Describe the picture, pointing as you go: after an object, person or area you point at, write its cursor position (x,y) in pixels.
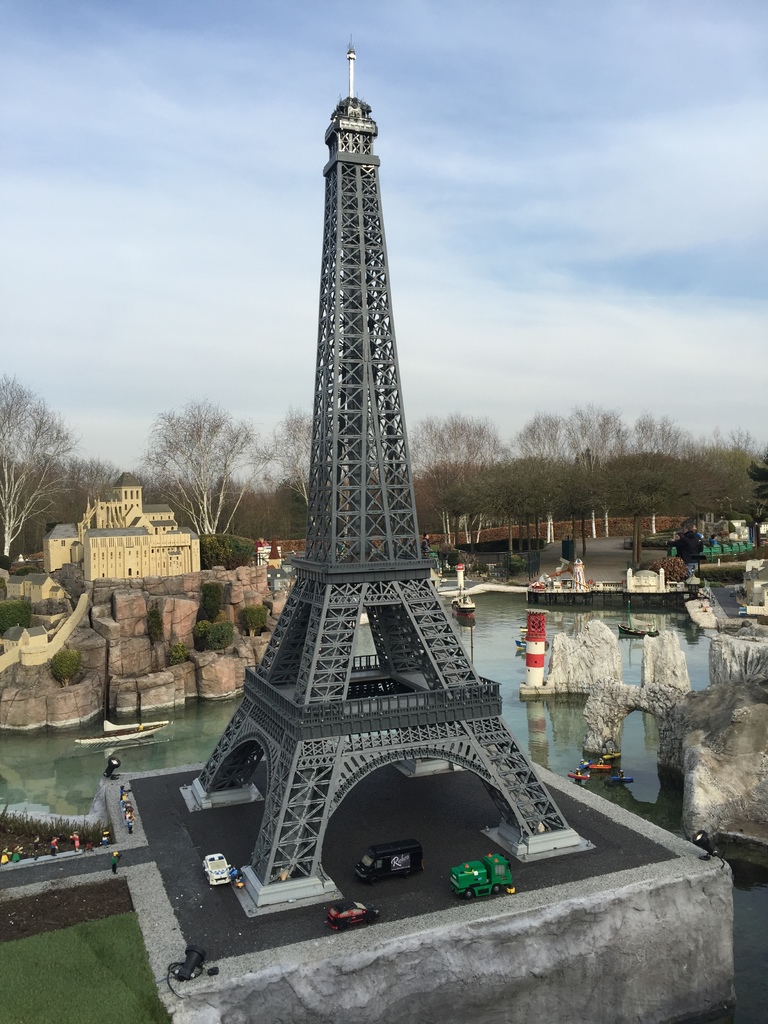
In the middle (370,595) it is in the shape of an Eiffel tower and this is water (511,655) in the back side (487,604), in the long back side there are trees (203,469). At the top (205,200) it's a sunny sky (203,229).
